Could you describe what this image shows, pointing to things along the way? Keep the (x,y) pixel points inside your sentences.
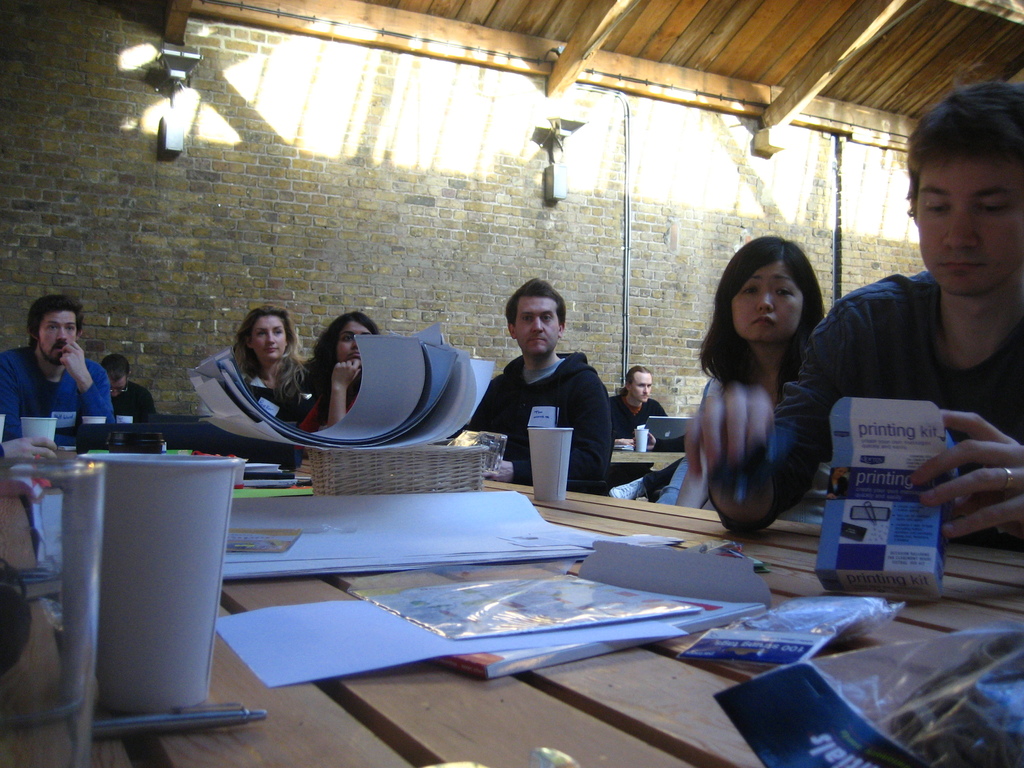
In this image I see lot of people (1011,146) who are sitting and I see table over here and there are lot of things (308,441) on it. In the background (146,361) I see a wall (58,27).
